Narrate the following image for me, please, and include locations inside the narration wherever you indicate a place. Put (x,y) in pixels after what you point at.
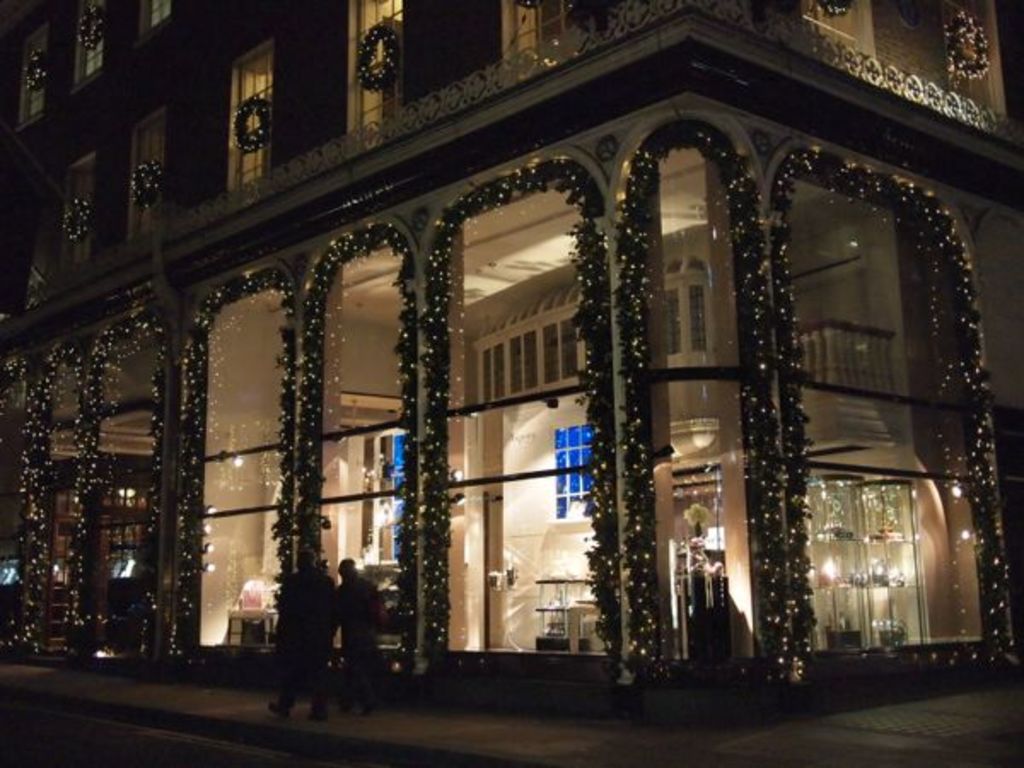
In the image there is a building (542,507) and it is beautifully decorated with lights (435,300) and there are two people (315,675) walking on the footpath (207,703) in front of the building (681,682).
